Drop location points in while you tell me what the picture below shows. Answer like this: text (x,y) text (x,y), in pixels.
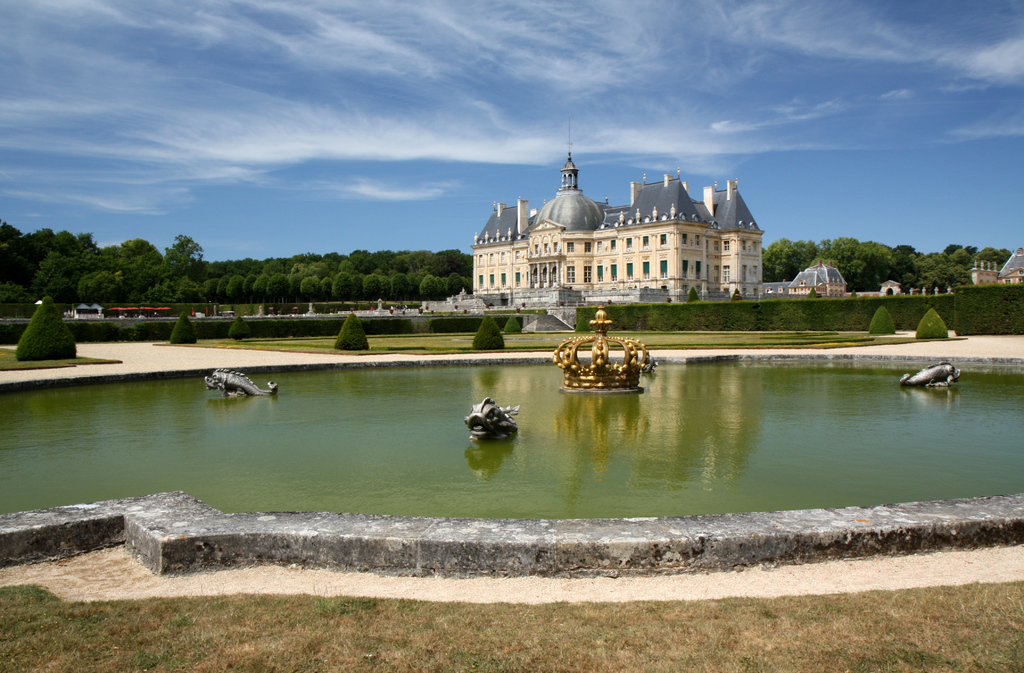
In the picture I can see buildings (675,280), trees (919,270), sculptures (597,385) in the water (560,408) and plants (479,320). In the background (354,138) I can see the sky (345,94).
